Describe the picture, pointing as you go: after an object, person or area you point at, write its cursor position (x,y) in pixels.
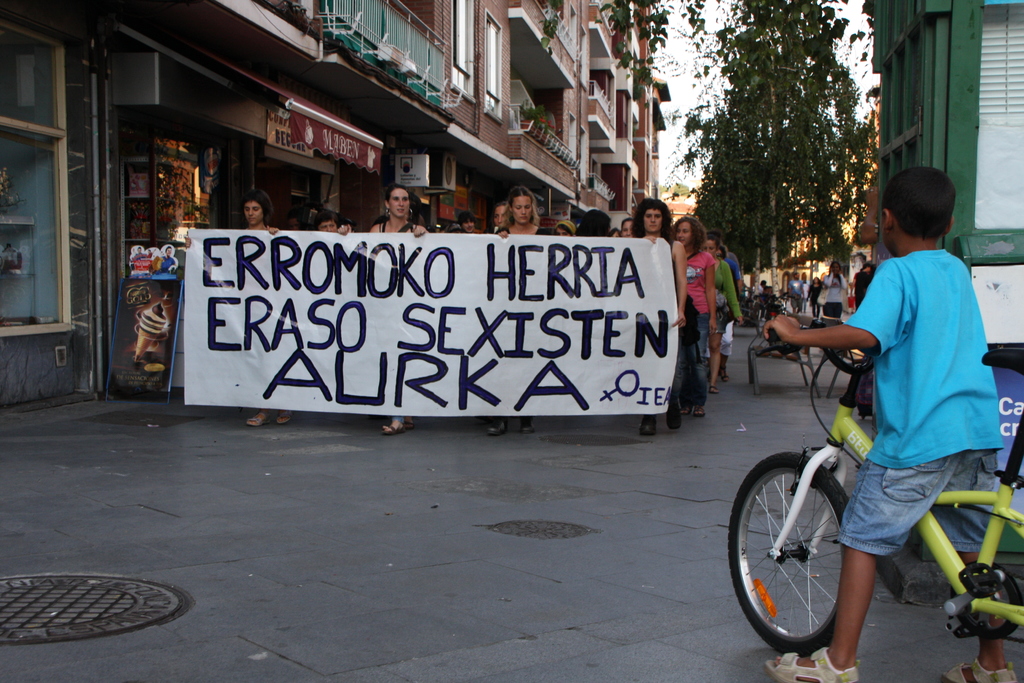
In this picture there is a small boy (921,204) on a bicycle (961,580) on the right side of the image (865,350) and there are group of people (324,216) in the center of the image (508,272), by holding a flex (523,303) in their hands (274,232) and there is a stall (181,221) on the left side of the image (41,247) and there are buildings (922,150) and trees (798,204) in the background area of the image (750,163).
